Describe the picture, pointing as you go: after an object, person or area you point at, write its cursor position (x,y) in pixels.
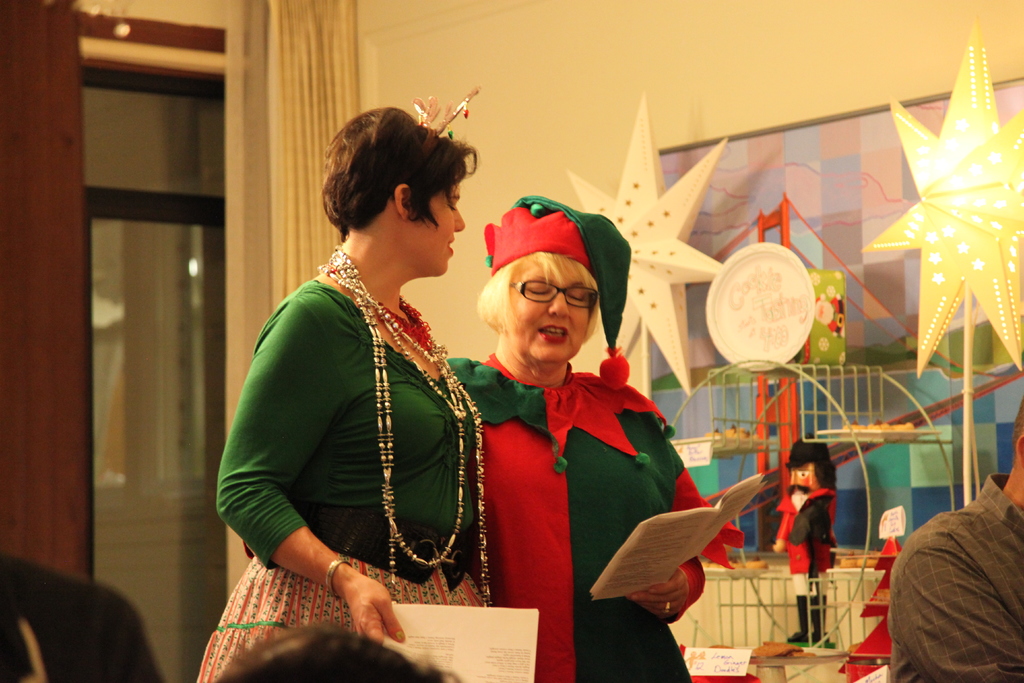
In the center of the image (409,410) two ladies (420,366) are standing and holding book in their hand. In the background of the image (173,144) we can see glass door (150,235), curtain (277,126), wall (558,104), decor (835,541), lights (970,420) are there. At the bottom of the image (961,588) some persons (955,615) are there.
